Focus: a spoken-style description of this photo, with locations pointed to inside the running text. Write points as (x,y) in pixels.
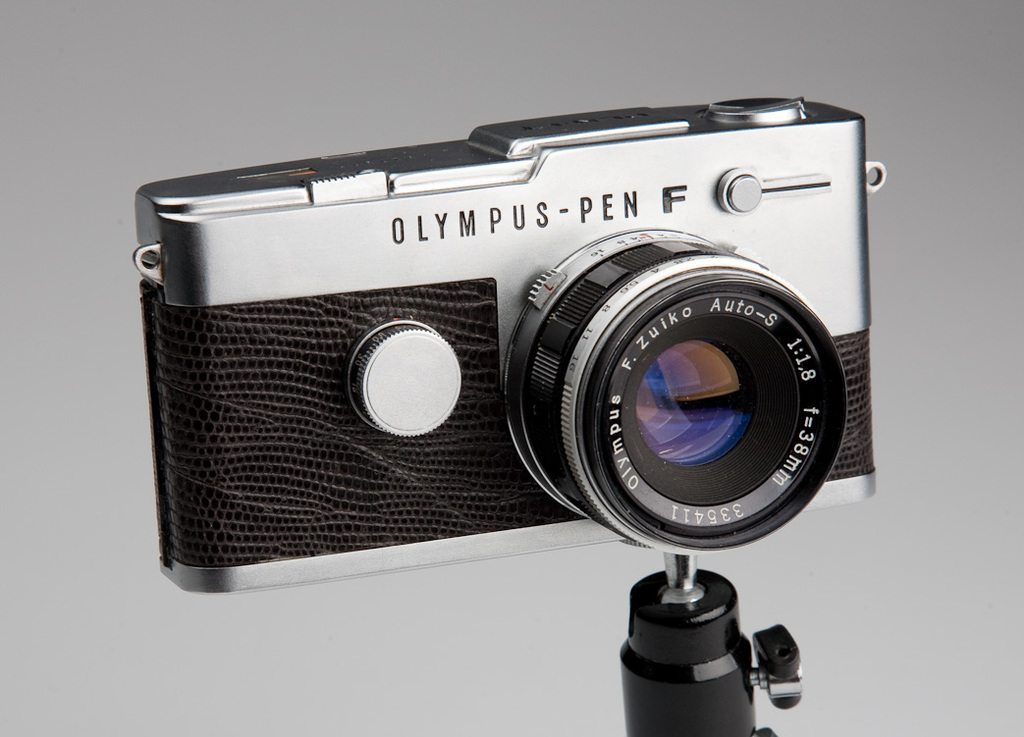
In the image there is a camera (614,376) and the background of the camera (559,454) is in grey color.
